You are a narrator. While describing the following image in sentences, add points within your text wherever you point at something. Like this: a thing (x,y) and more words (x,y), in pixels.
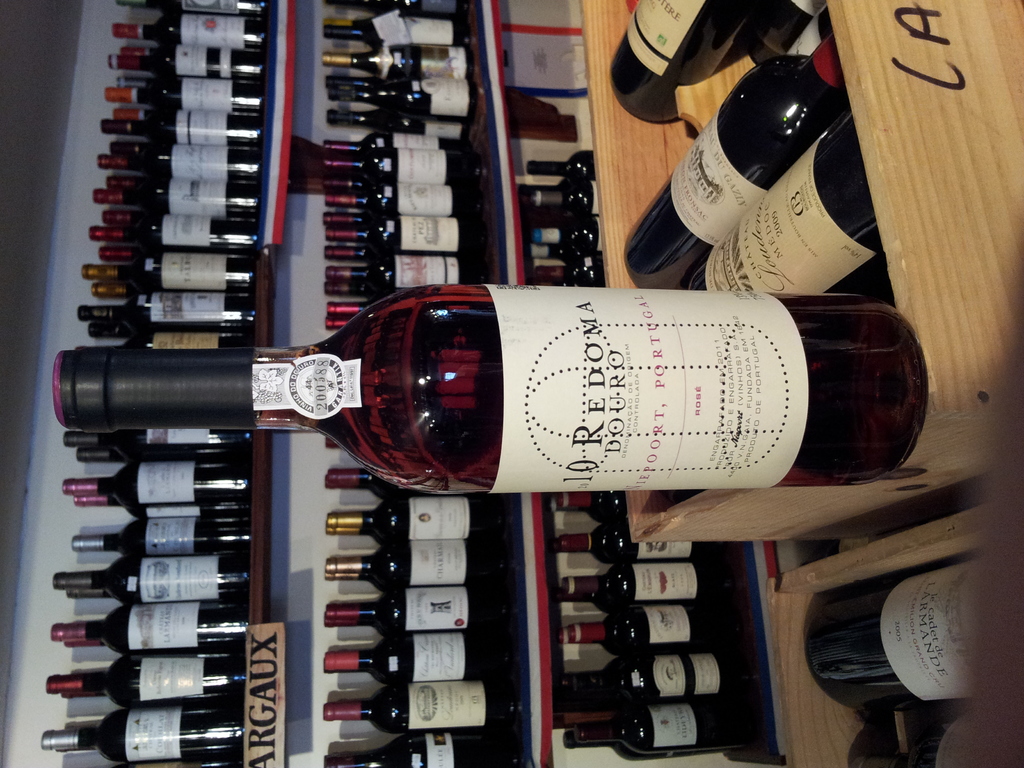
In this picture we can see in front (474,383) bottle (550,373) with sticker (614,412) and in the background (457,186) we can see so many bottles (189,145) placed in the rack (549,230).
